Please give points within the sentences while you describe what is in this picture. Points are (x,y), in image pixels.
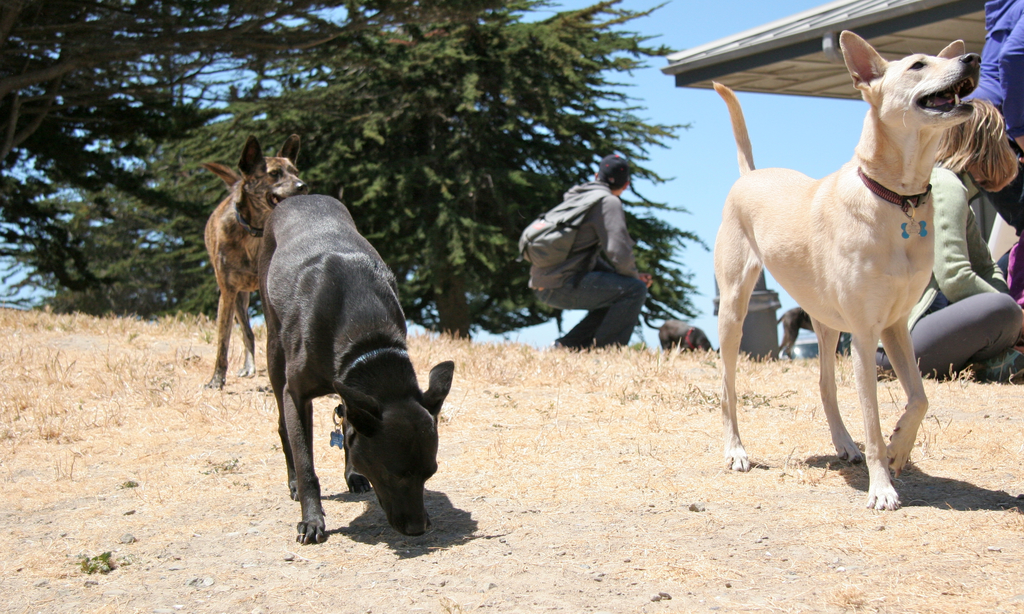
As we can see in the image there are dogs (313,318), few people (995,260) here and there, trees (621,147) and sky (721,109).
